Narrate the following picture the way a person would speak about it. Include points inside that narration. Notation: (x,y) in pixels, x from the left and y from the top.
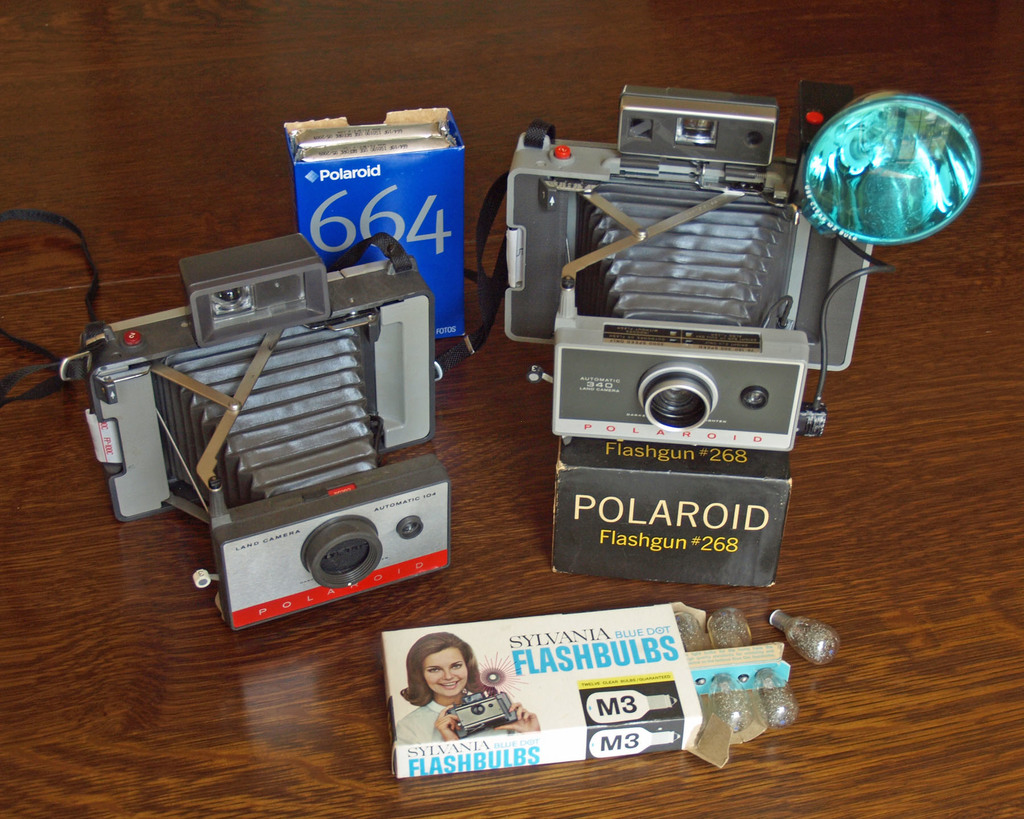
In this image I can see two devices (279,408) and three boxes (374,207) are placed on a table (944,527). On the boxes (620,609) I can see some text (578,639) and an image (449,680) of a woman (431,684).
